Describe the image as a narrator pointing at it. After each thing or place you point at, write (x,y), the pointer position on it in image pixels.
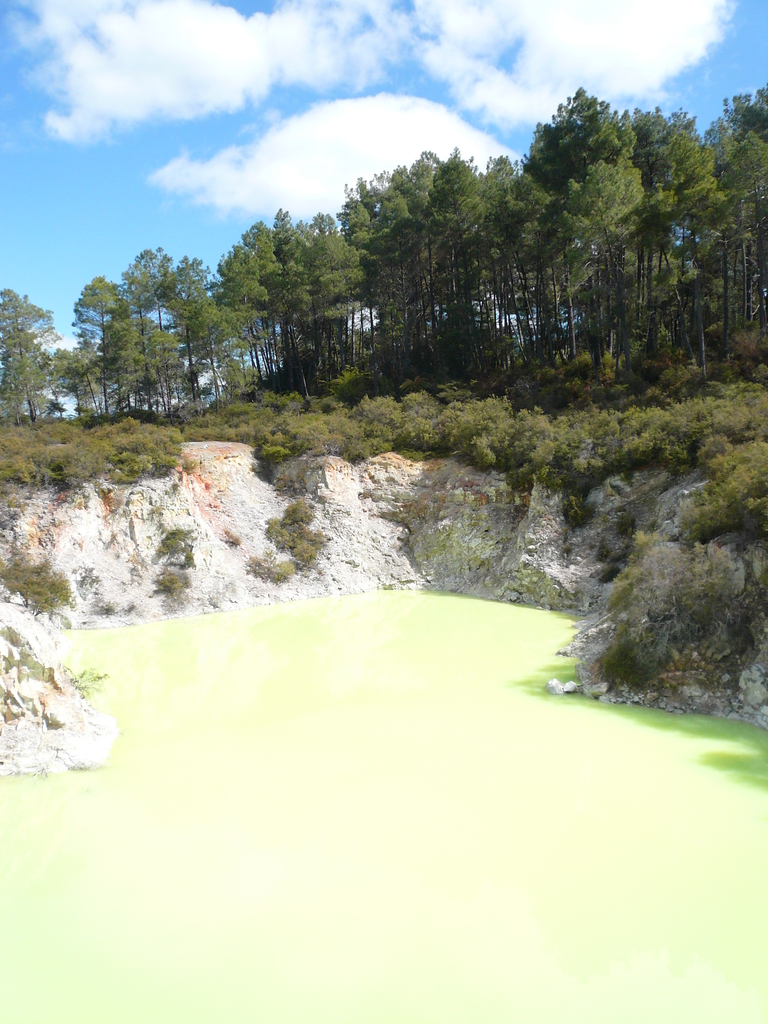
This is an outside view. At the bottom (239,869), I can see the water (335,955). In the middle of the image (300,547) there are trees (170,402) and also I can see a rock (394,538). At the top of the image (93,187) I can see the sky (73,144) and clouds (177,73).
